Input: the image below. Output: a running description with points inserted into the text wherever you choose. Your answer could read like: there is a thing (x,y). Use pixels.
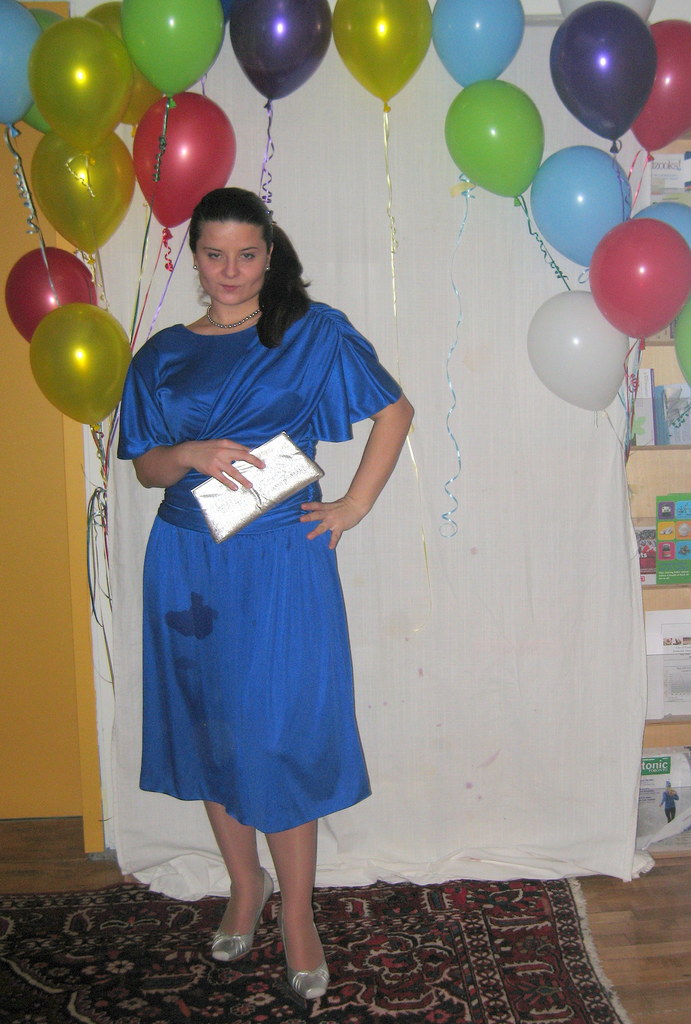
A beautiful woman (326,721) is standing, she wore blue color dress (221,630). Behind her there are balloons (217,6).
